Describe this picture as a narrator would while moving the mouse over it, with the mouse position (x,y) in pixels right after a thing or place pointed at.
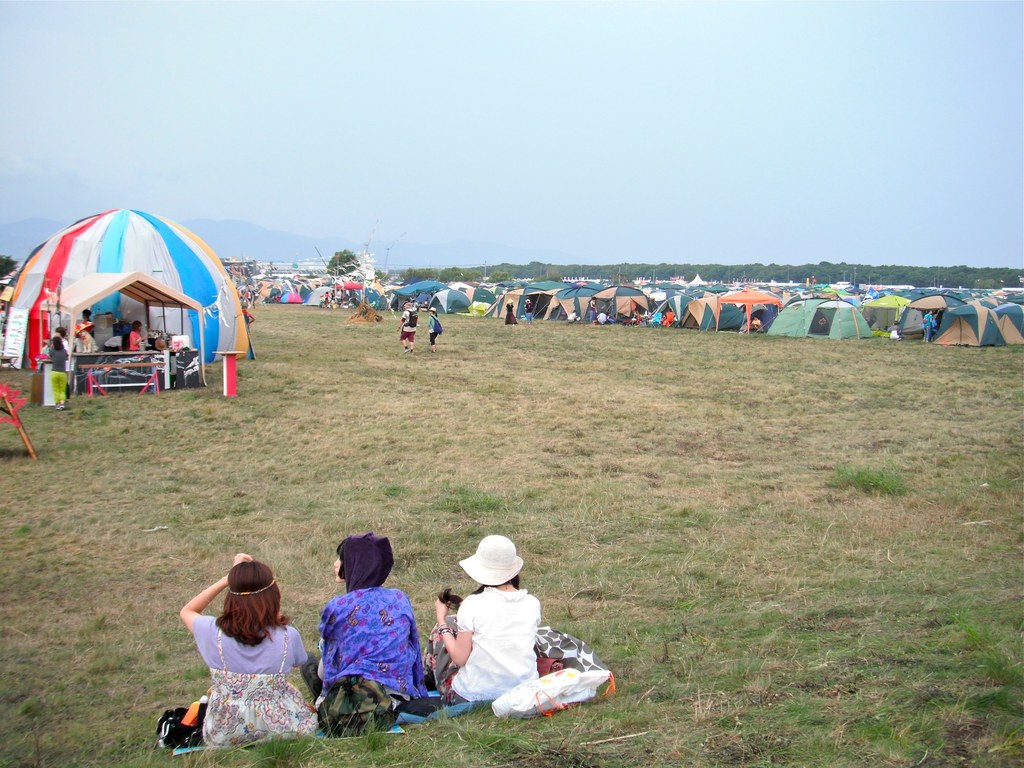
In this image I can see the group of people (349,563) with different color dresses (299,666). I can see these people (299,666) and some bags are on the ground (407,415). In the background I can see few more people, many colorful tents (699,296) and the trees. I can also see the sky (762,260) in the back (264,161).
